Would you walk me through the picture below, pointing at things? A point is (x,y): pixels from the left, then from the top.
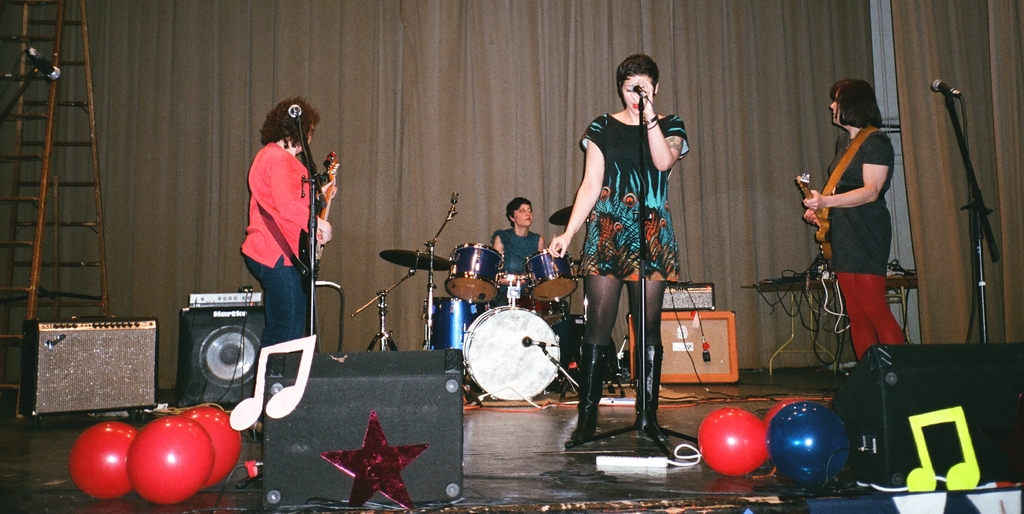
In this picture we can see group of people (605,249) these are all musicians (667,221) in front of them we can find musical instruments (507,329), microphones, sound systems (267,424) and balloons (216,453).
